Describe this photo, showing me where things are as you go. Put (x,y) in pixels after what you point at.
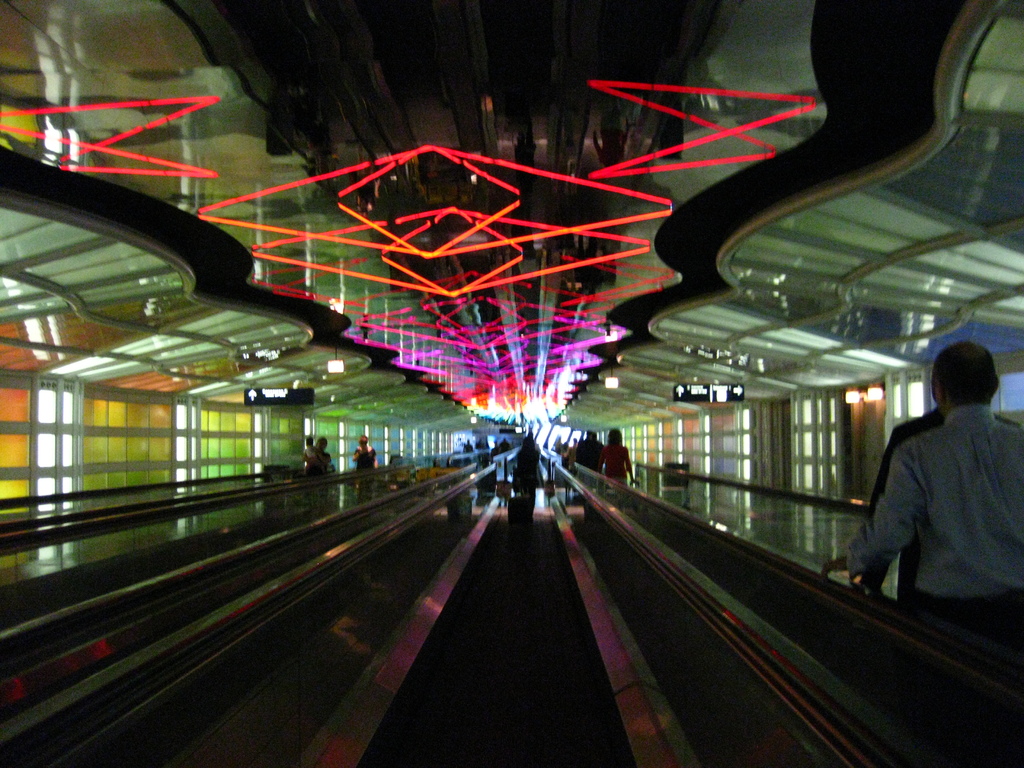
In this picture I can see the escalators (437,507). I can see the people (520,459). I can see light arrangements (483,160) on the roof (450,309). I can see glass windows (337,467).
